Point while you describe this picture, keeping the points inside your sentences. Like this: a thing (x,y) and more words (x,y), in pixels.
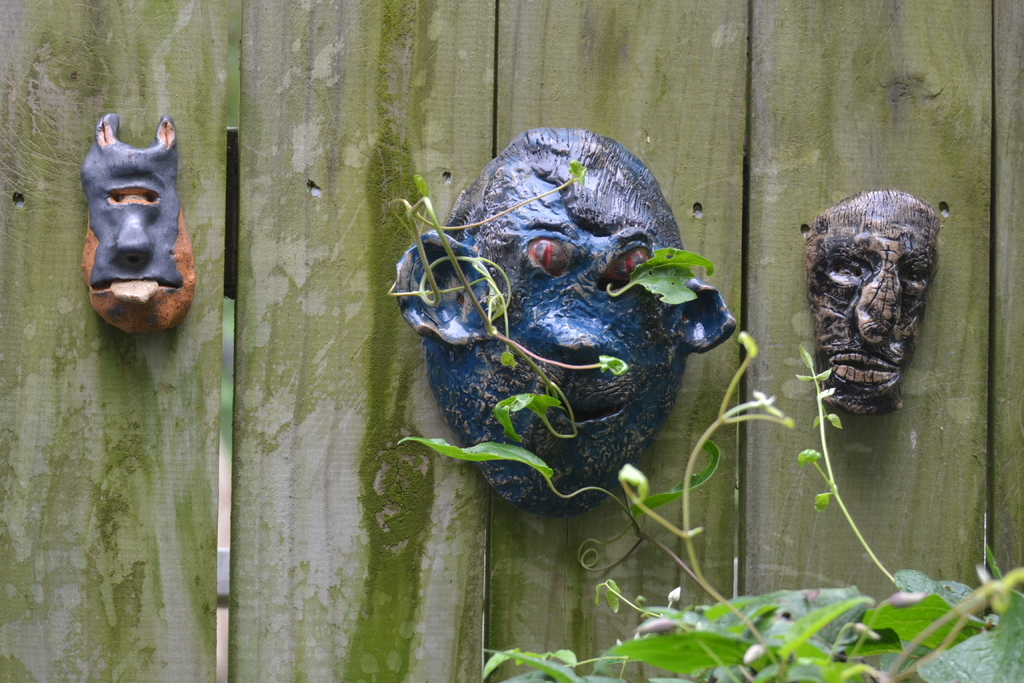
In this picture we can see few masks (604,269) on the wooden planks (383,275), and we can see a plant (832,611).
